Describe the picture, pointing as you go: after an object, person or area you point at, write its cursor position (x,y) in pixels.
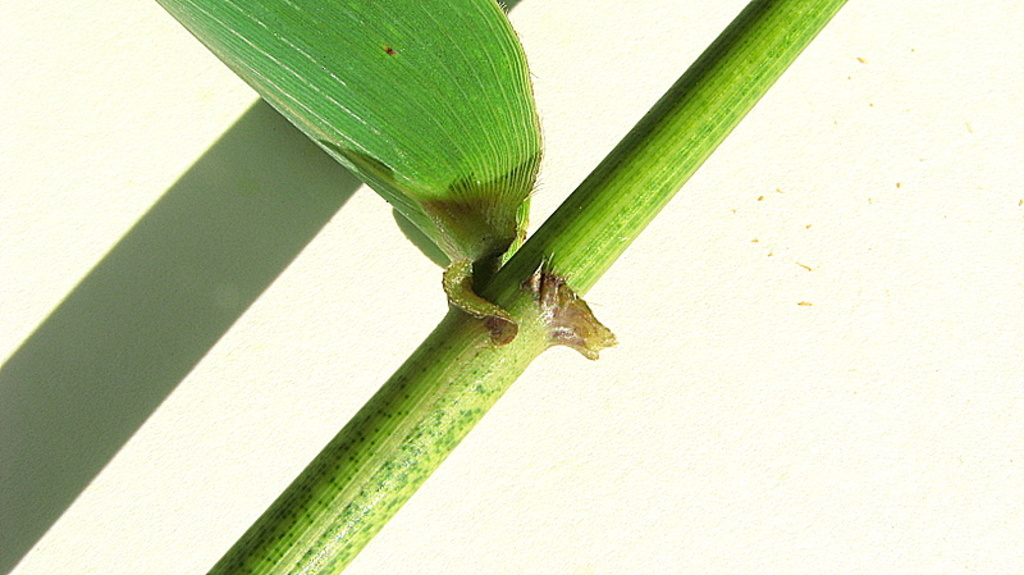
In this picture there is a plant (711,115) and there is a leaf (409,128) on the plant (489,265). At the back (221,229) there is a shadow (232,221) of a plant (424,40) on the wall (223,359).
